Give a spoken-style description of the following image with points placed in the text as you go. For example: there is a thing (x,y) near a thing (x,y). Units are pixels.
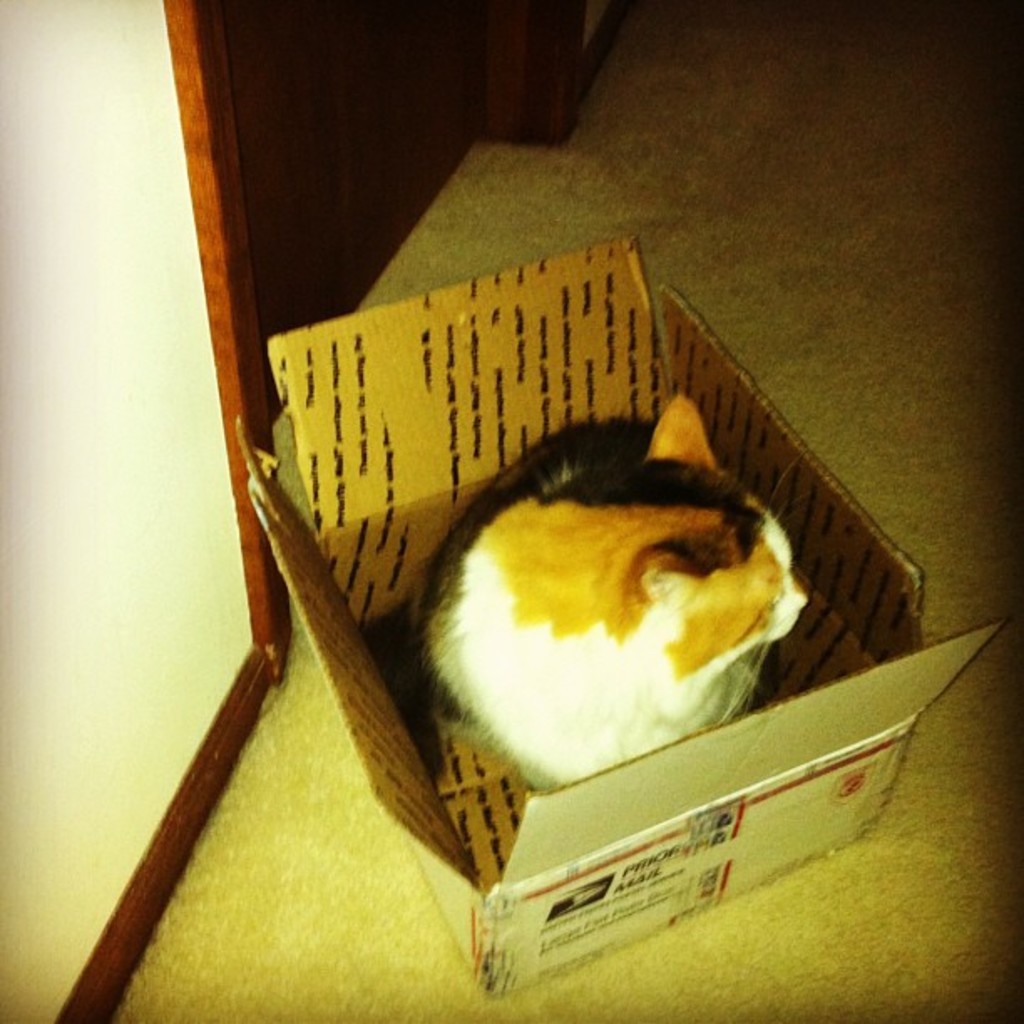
This is a zoomed in picture which is clicked inside. In the foreground (678,697) we can see a cat (626,541) seems to be sitting in the box (484,799) and the box (460,770) is placed on the ground (897,872). On the left corner (99,86) there is a white color wall (162,729). In the background (824,95) we can see the ground (751,76).
